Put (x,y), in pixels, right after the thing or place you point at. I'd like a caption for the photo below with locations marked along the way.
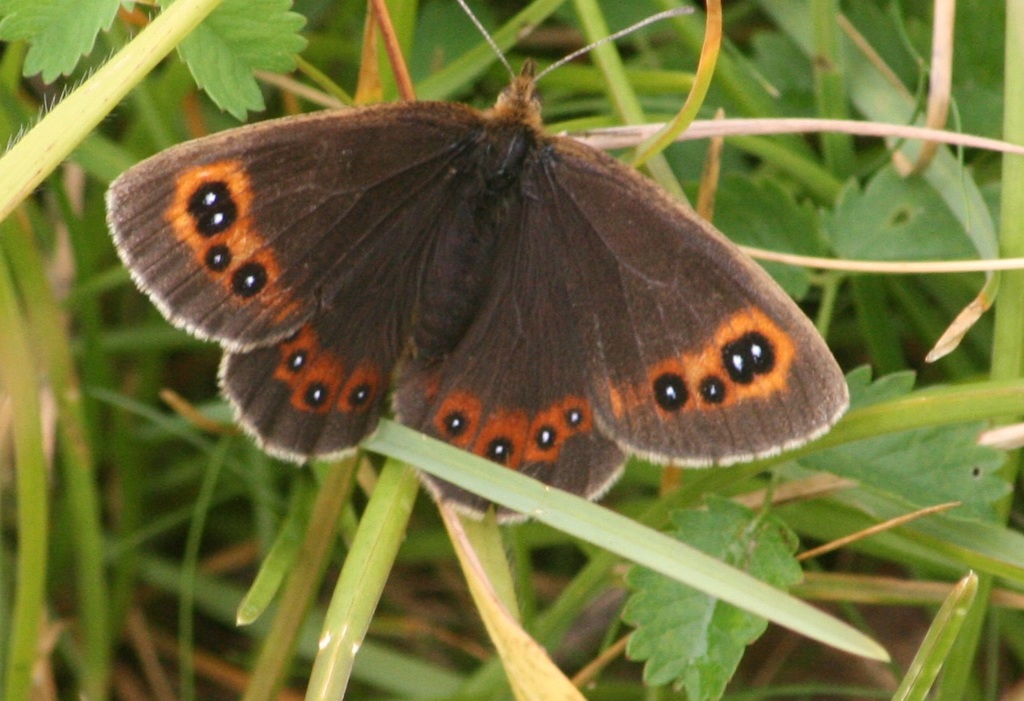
In this picture we can see a butterfly (460,298) in the front (502,286), in the background (770,218) there are some leaves (792,108).
